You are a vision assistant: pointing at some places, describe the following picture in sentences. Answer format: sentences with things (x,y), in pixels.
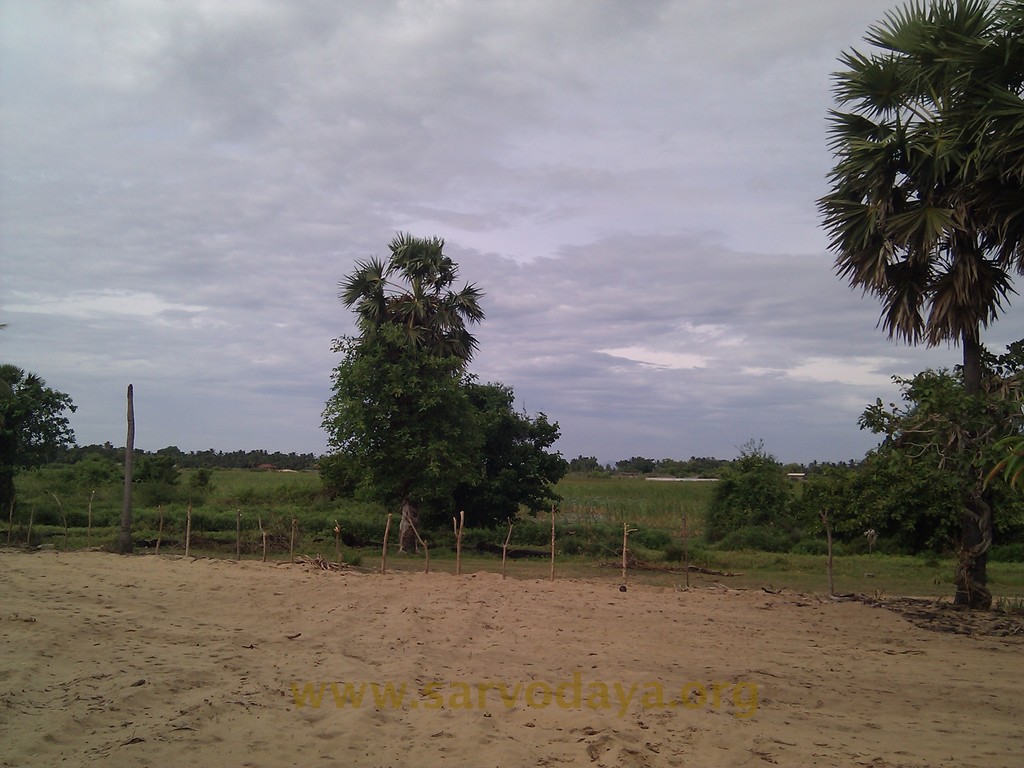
In this image we can see a group of poles (130,491), trees (421,465) and the cloudy sky (657,284). At the bottom (302,696) we can see some text (591,693).
